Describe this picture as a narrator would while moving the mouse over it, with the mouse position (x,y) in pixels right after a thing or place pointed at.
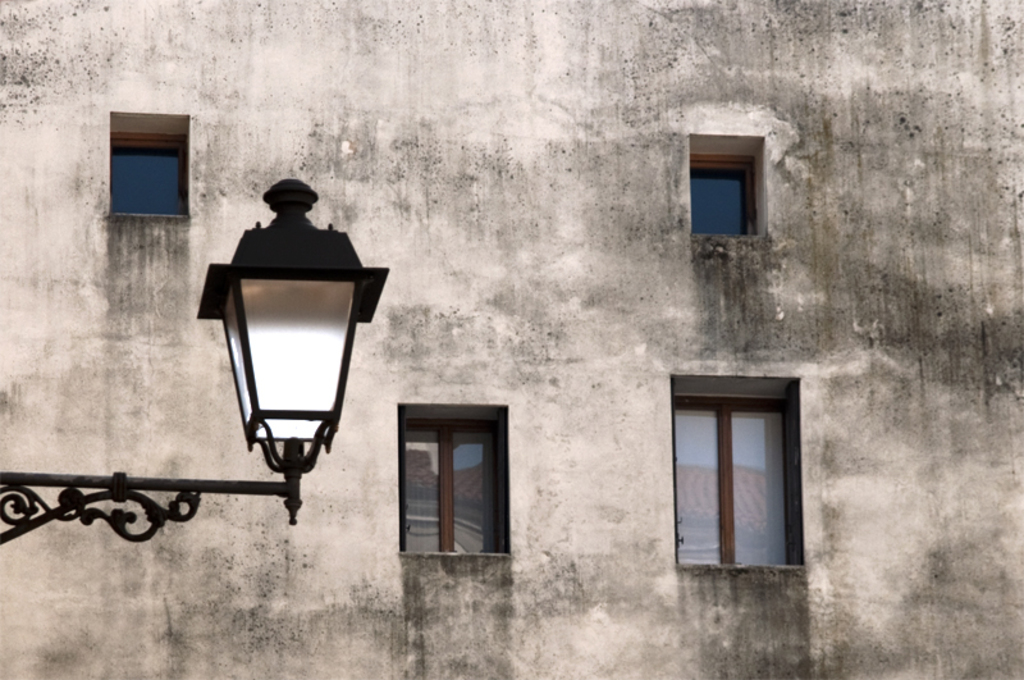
In this image on the left side (309,366) we can see a light (271,338) on a rod (114,497). In the background (706,602) we can see the wall (473,236) and windows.
